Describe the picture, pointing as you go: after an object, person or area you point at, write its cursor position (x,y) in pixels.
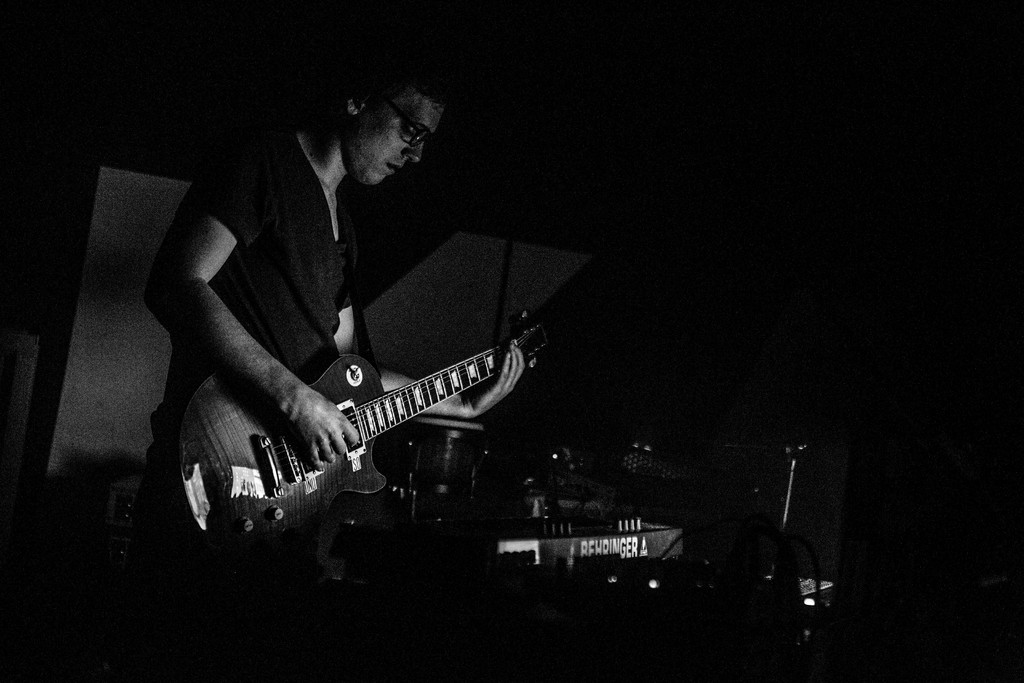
Here we can see a man (336,325) who is playing guitar (308,501). He has spectacles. And these are some musical instruments (494,557).
